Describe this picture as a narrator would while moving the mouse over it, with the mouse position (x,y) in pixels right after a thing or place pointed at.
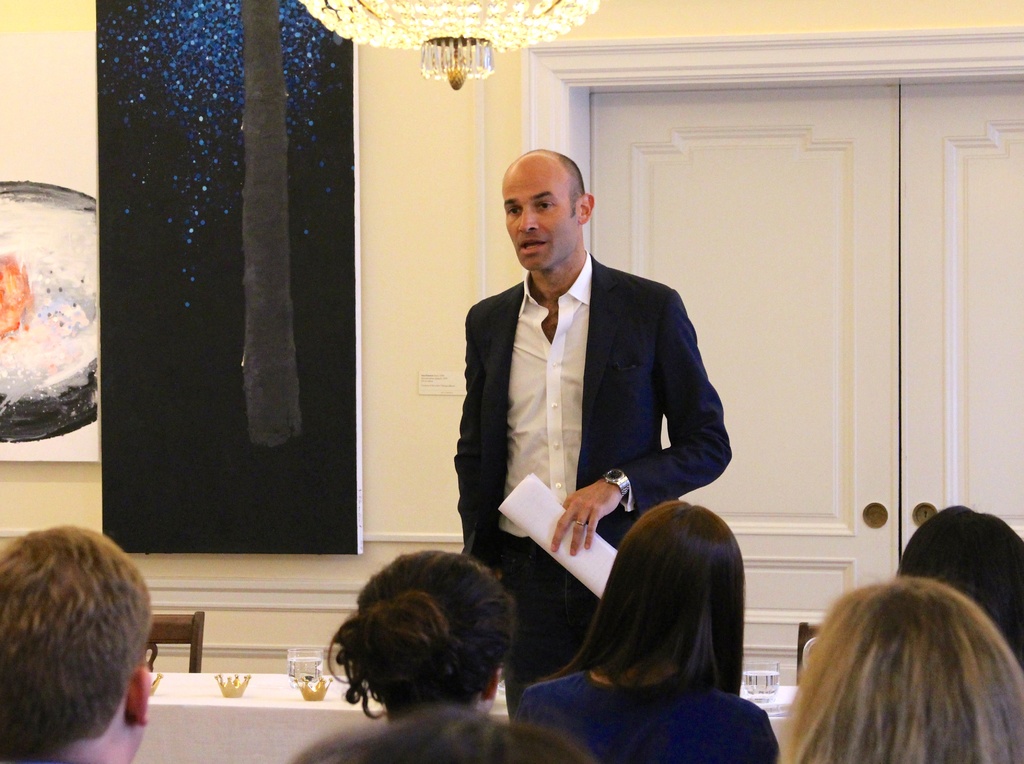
In this picture I can see a man (602,476) is standing and holding white color object (566,543). The man (560,390) is wearing a black color coat (621,390), a white color shirt (539,427) and a watch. Here I can see is a group of people (540,702) are sitting. I can also see a table (247,705) which is covered with white cloth (257,710). On the table (263,682) I can see some objects (309,658) on it. In the background (728,339) I can see a door (730,319), a wall (366,288) which are some photo frames (240,386) attached to it and a chandelier (441,40) over here.
